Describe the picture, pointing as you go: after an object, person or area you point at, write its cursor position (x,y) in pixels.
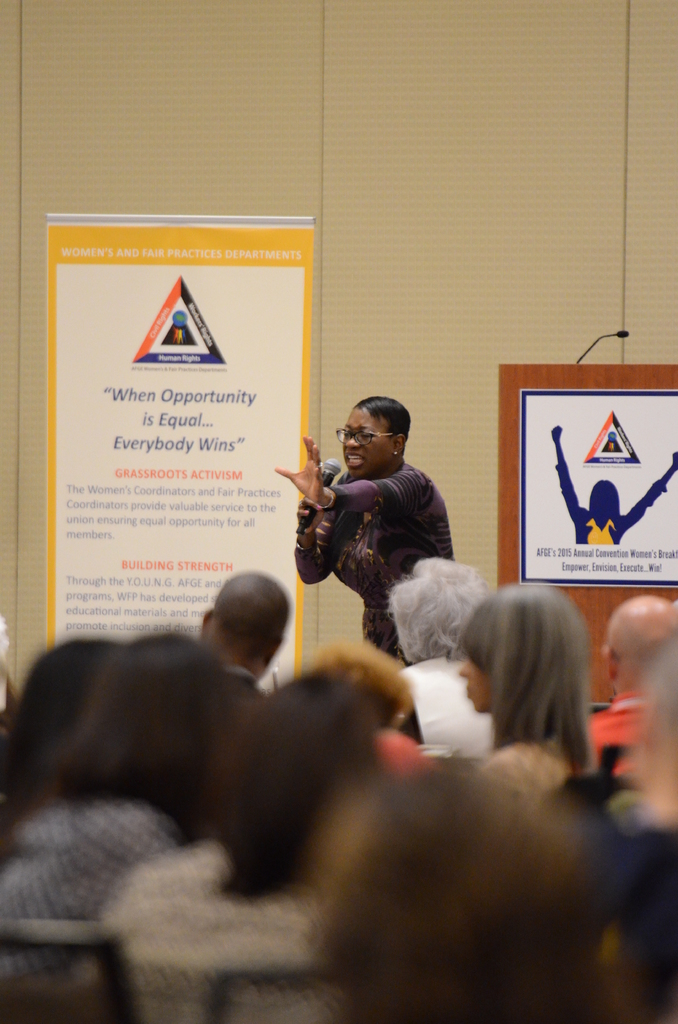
In this image I can see number of persons (349,806) sitting on chairs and a woman (408,511) standing and holding a microphone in her hand (304,501). In the background (600,471) I can see a podium (510,466), a poster (581,430) attached to the podium (568,442), a microphone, a banner (307,291) and the cream colored background (526,142).
